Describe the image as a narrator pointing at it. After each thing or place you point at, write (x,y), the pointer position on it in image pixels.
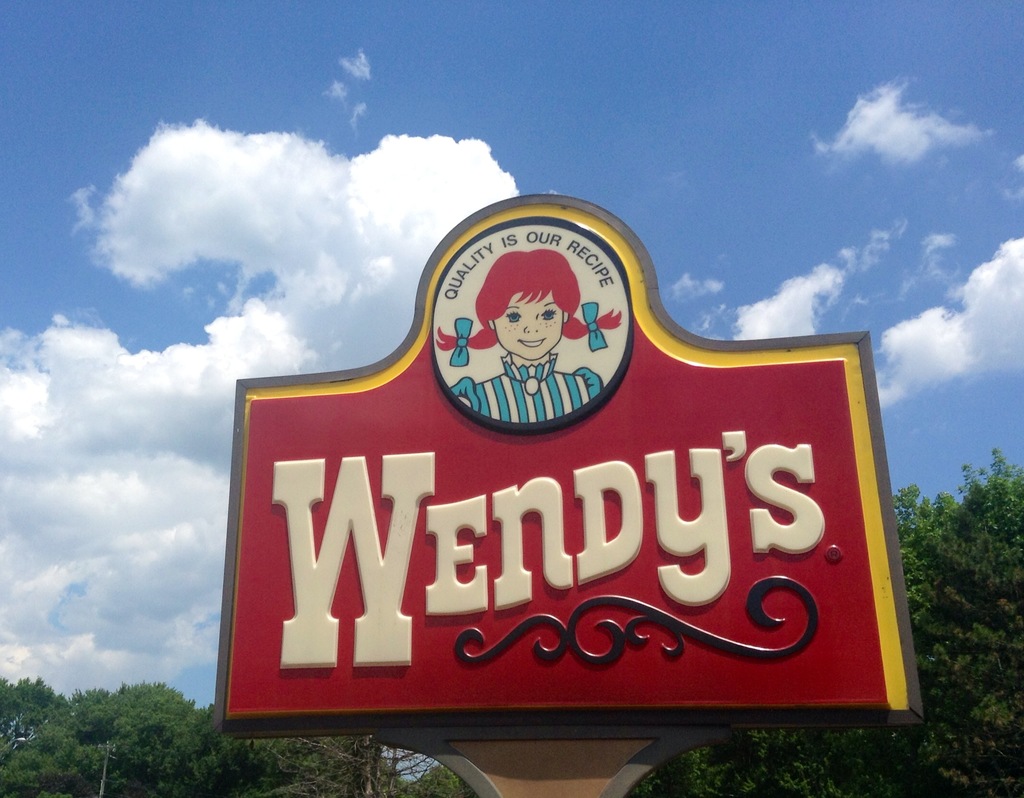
In this picture, there is a board (388,419) in the center (463,296). On the board (468,400), there is a cartoon (504,374) of a girl (491,382) and some text (774,531). At the bottom (235,741), there are trees (930,684). On the top (582,123), there is a sky (654,133) with clouds (402,230).
